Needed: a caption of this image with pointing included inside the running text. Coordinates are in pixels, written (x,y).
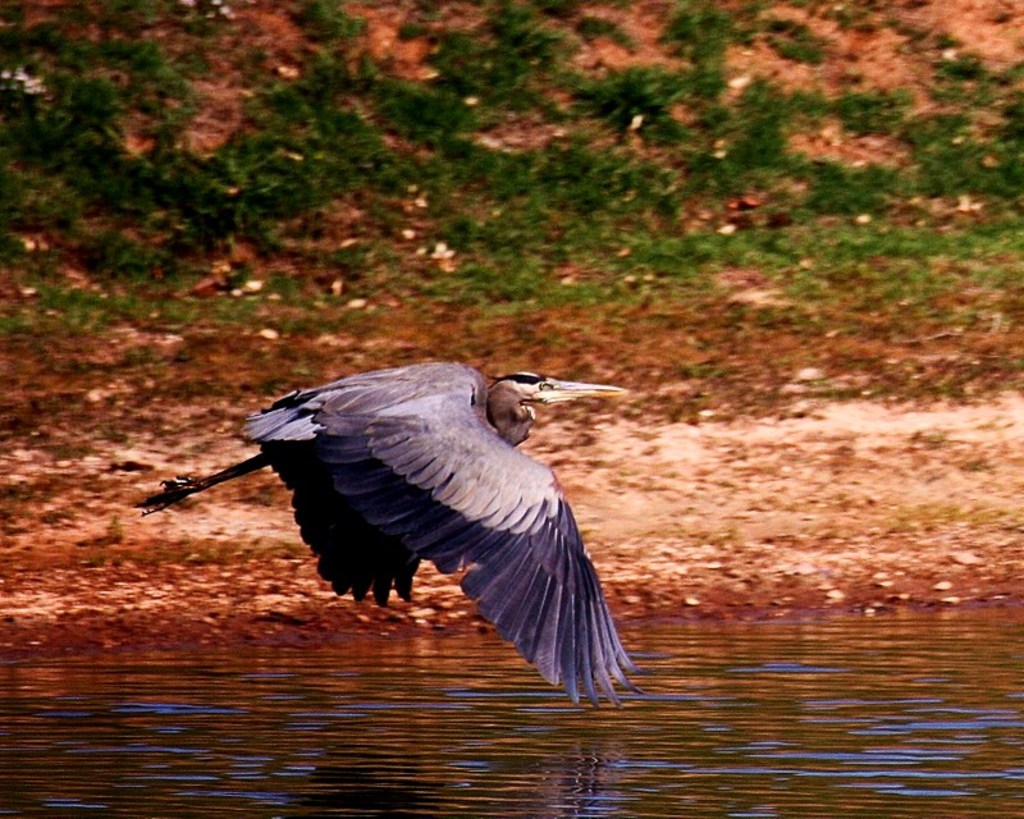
In this image in the middle (369,403), there is a bird (587,670) flying. At the bottom (592,746) there is water (644,732). In the background (627,276) there are grass (760,135) and land (683,433).
